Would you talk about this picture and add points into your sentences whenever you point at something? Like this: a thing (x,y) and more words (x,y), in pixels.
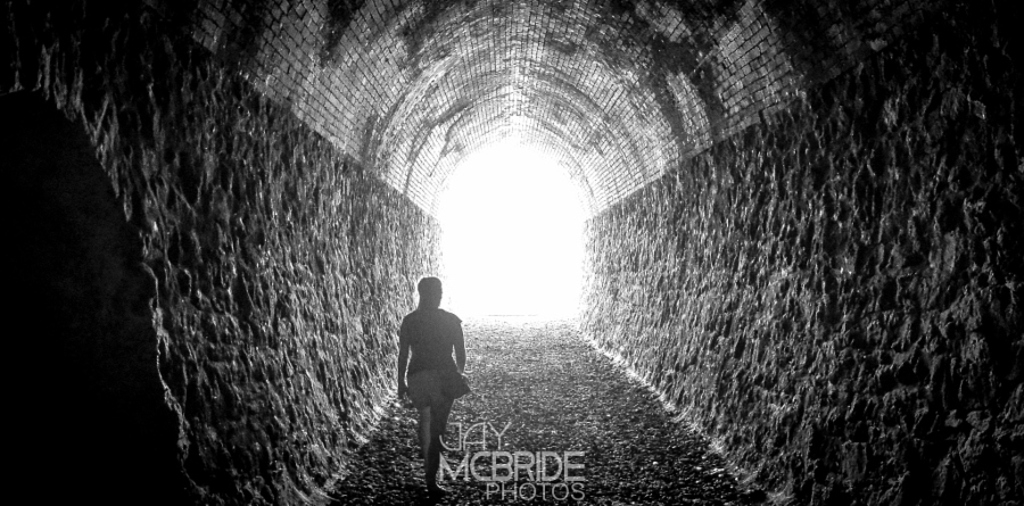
In this image I can see a woman (442,367) is walking. At the bottom (497,414) there is the path (536,431).
